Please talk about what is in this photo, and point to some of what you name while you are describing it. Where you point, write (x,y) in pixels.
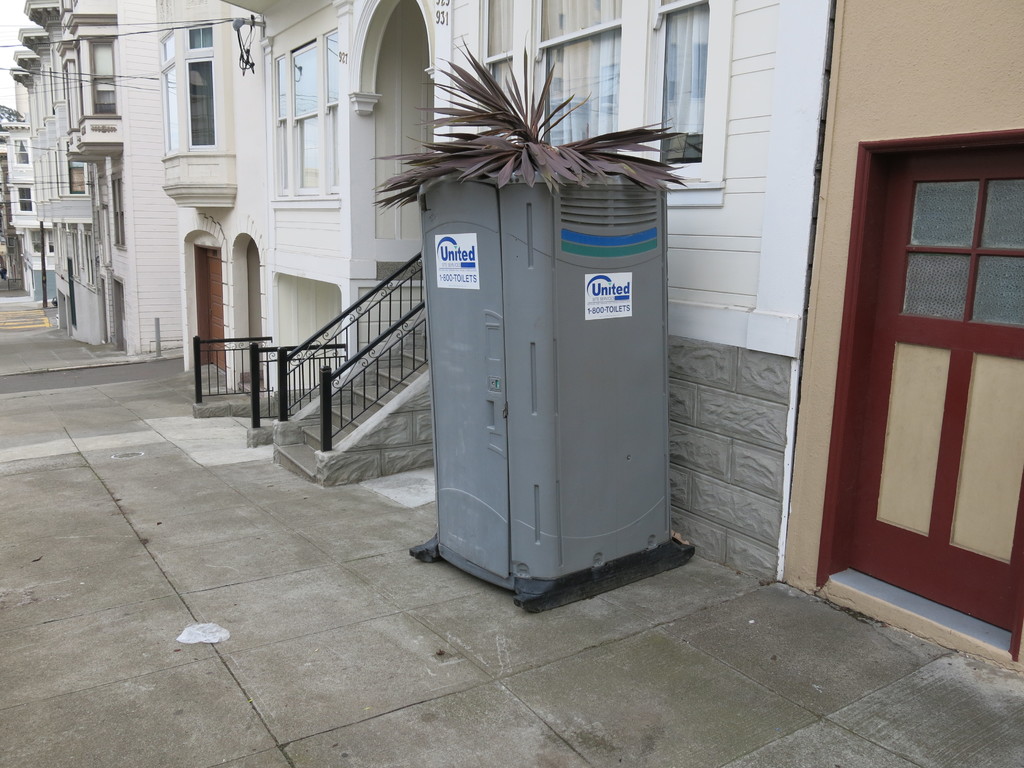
In the picture I can see buildings (241,193), fence (356,326), a box (541,420), doors (311,324) and some other objects (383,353). In the background (101,66) I can see wires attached to buildings (67,80) and poles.
